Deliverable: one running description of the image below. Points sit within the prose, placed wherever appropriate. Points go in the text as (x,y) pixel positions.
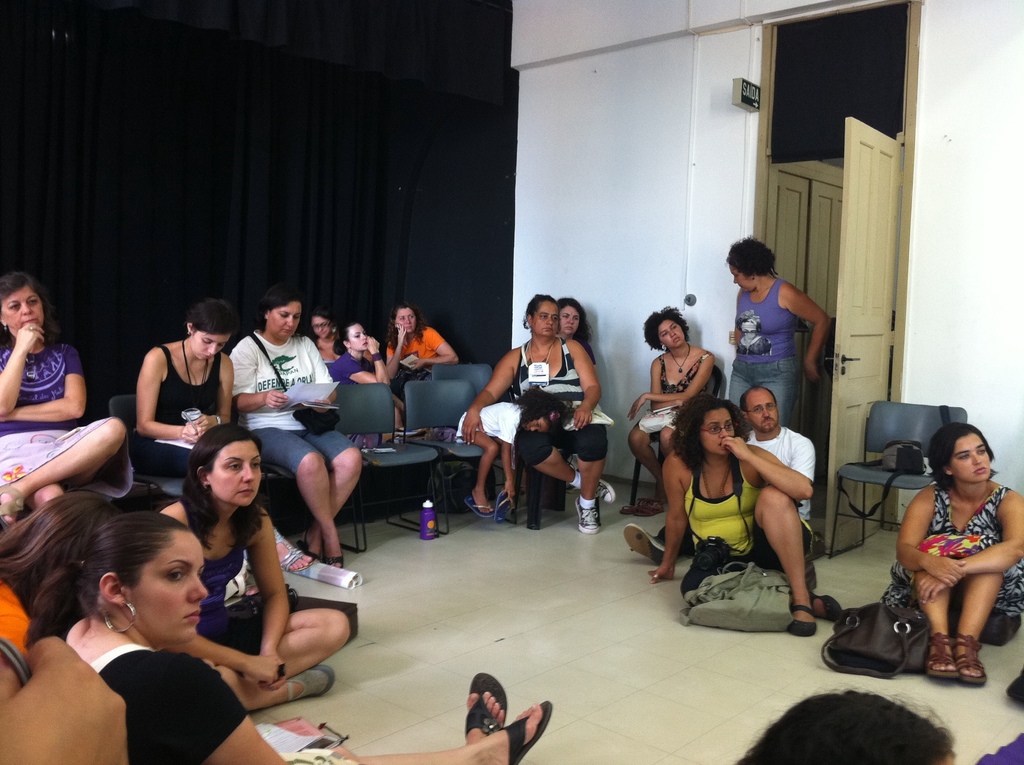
In this image we can see women (652,398) are sitting on the chairs (385,392) and on the floor (548,650). Background of the image (545,179) black curtain (359,186), white wall (670,189) and door (871,264) is there. We can see one man (783,444) is sitting on the floor (600,640). He is wearing white t-shirt (796,446).
